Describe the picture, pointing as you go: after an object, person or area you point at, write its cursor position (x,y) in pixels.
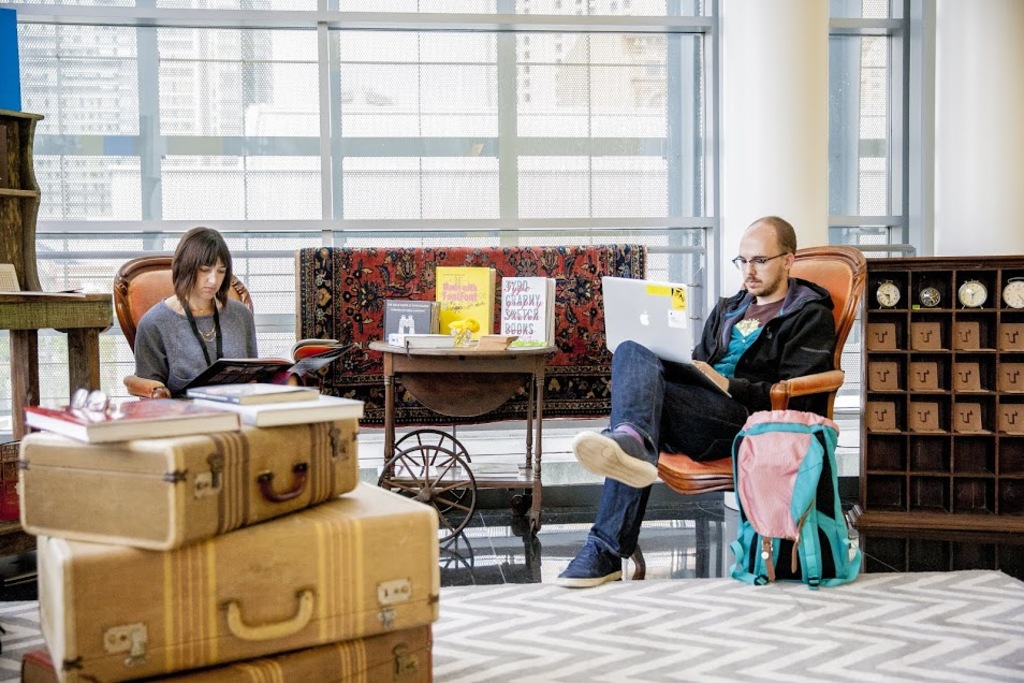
In the center (669,433) we can see two persons (666,399) were sitting on the chair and holding book (220,362) and laptop (675,289). On the left corner (269,614) we can see box (246,579), book (133,428) and glasses (97,415). in the background (348,162) there is a shelf (978,393), clock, glass (617,163), pillar (773,126), wall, table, books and flower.
